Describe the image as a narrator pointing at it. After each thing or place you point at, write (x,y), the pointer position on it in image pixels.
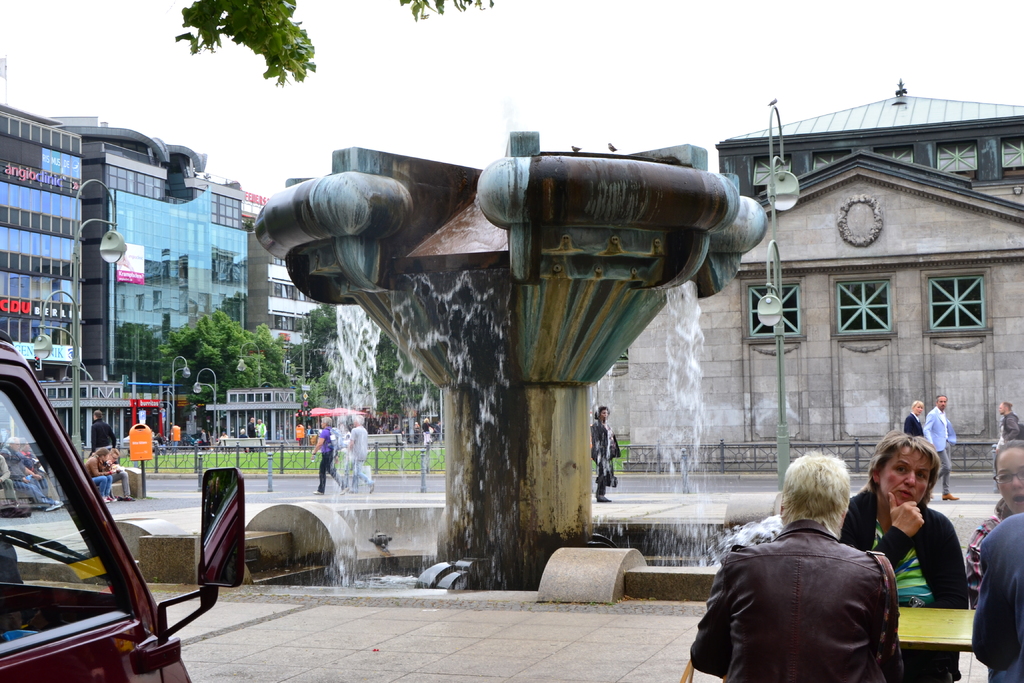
In this image I can see a water fountain (588,433) and vehicle (56,576). I can also see street lights (772,305), people (841,666) among them some are walking on the road (633,482) and some are sitting. In the background (228,185) I can see the buildings (216,195), fence (259,451), poles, the grass (300,466), trees (318,385) and the sky (74,23).
